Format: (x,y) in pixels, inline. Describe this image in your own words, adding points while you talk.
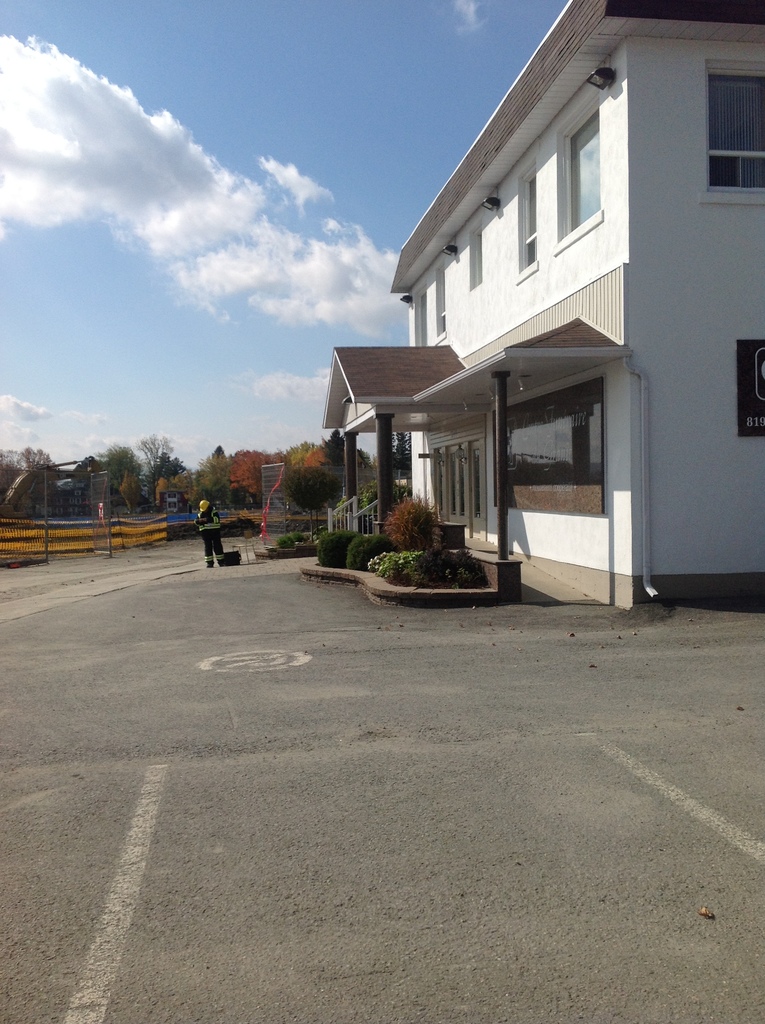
In the picture we can see a building (679,163) which is white in color with a glass window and some pillars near the path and some plants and in the background (57,138) we can see some railing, trees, and sky (377,226) with clouds (391,264).
